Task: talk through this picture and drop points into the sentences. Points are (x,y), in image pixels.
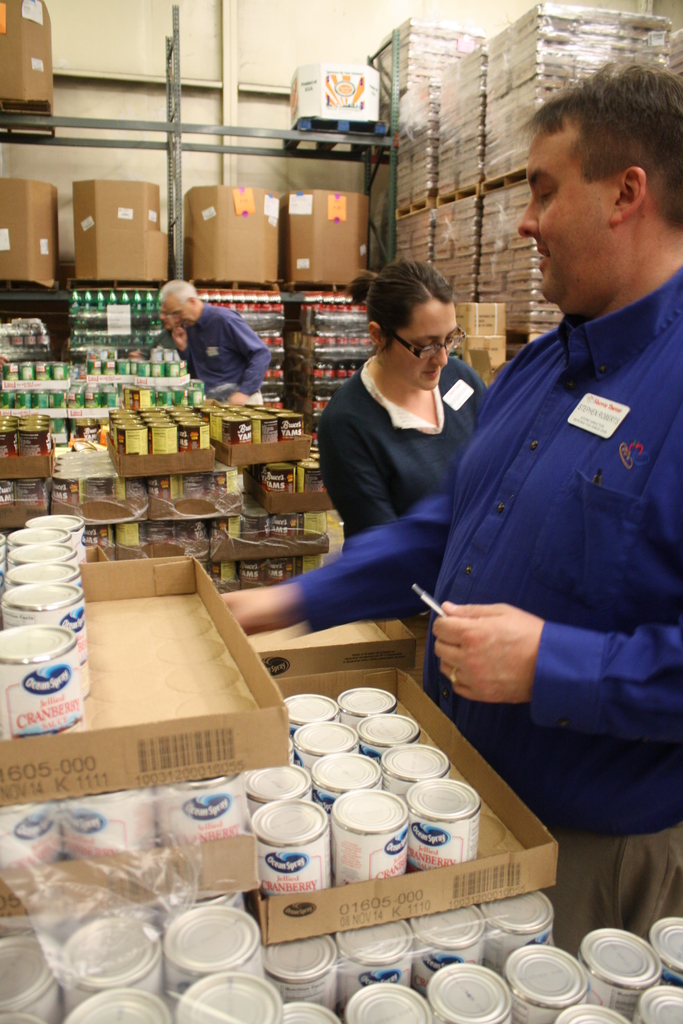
In this picture there are few persons (399,382) standing and there are few objects (200,538) placed in front of them and there are few cardboard boxes (159,206) placed on the stand (267,138) in the background (270,191) and there are some other objects (497,166) in the background (497,173).
